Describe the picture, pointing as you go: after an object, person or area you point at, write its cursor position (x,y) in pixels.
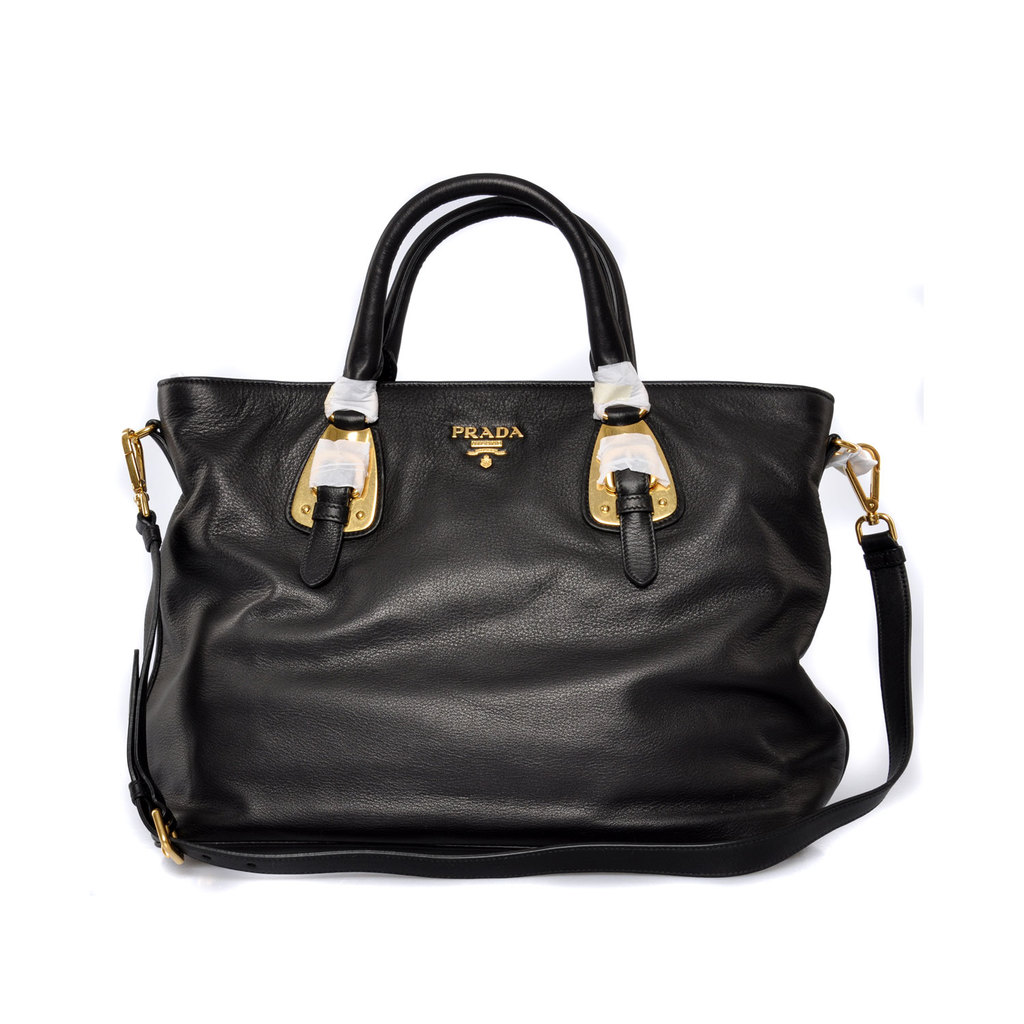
There is bag (487,585) with black color and a strip (223,864).
